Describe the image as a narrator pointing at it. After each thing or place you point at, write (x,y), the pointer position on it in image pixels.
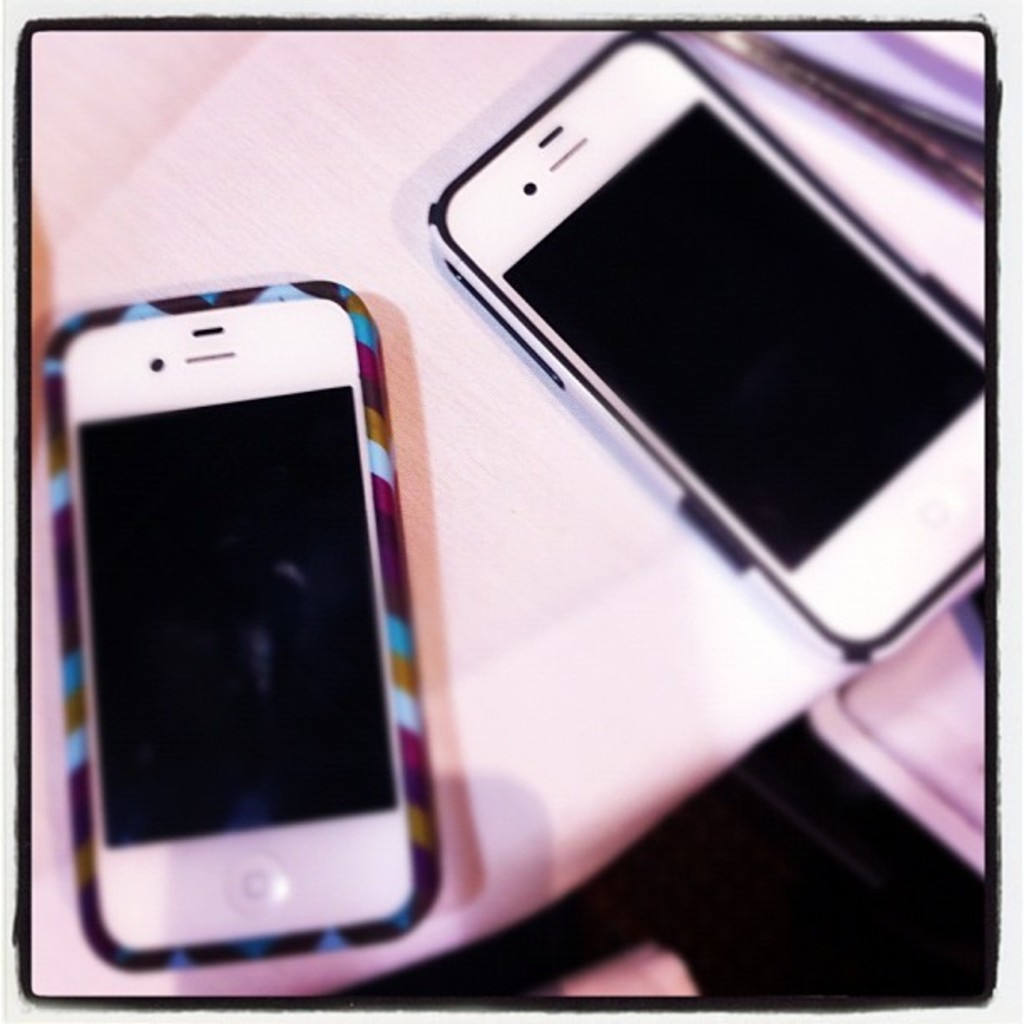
In this image we can see a photo (589,896). In the photo (537,261) we can see two mobiles (122,454) on a white surface (569,688).
